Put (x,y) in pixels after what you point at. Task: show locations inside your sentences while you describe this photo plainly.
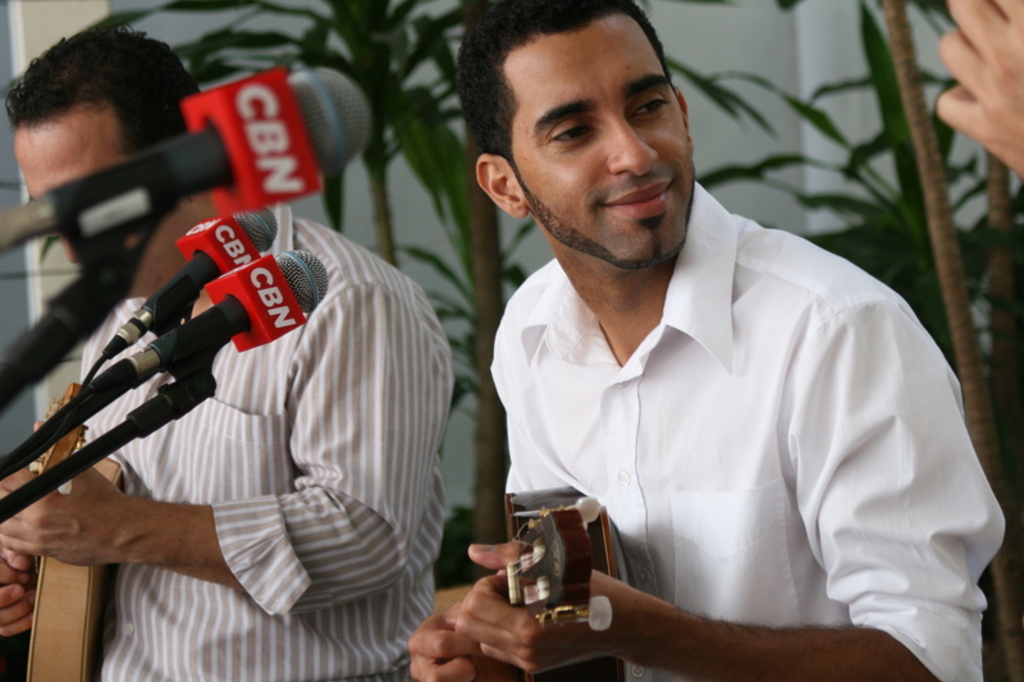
In this image, we can see two persons (671,406) wearing clothes (644,440) and playing guitars (567,532). There are mics (212,132) on the left side of the image (109,432). In the background of the image (475,219), we can see some plants (929,285).
